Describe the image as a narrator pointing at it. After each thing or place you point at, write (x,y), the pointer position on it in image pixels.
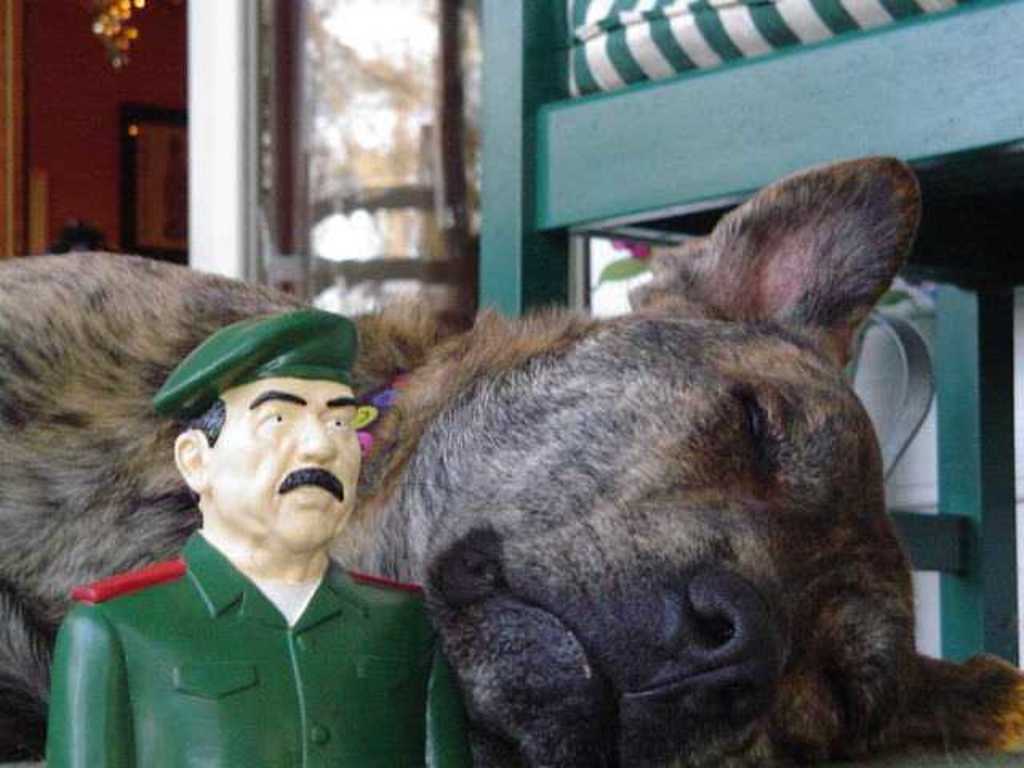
In this picture there is a dog (625,420) sleeping and there is a toy of a person (291,659) wearing green dress (265,698) is beside it and there is a green color object (796,103) in the right corner (938,136) and there are some other objects (328,111) in the background (223,110).
